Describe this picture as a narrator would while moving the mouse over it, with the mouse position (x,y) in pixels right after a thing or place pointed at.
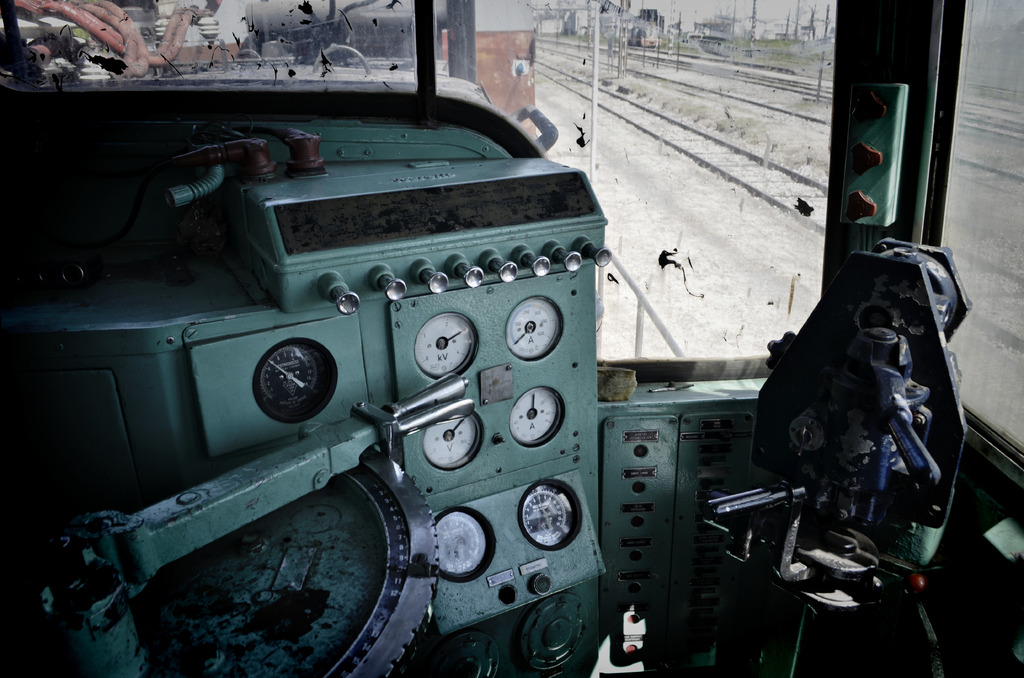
In this picture I can see the inside view of the train (570,404). In the center (424,358) I can see the speedometer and other meters (536,315) on the panel (250,460). Through the window (1006,107) and glass partition (556,106) I can see the railway tracks (658,51), poles (664,21), buildings (576,22), electric wires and other objects (261,39).
